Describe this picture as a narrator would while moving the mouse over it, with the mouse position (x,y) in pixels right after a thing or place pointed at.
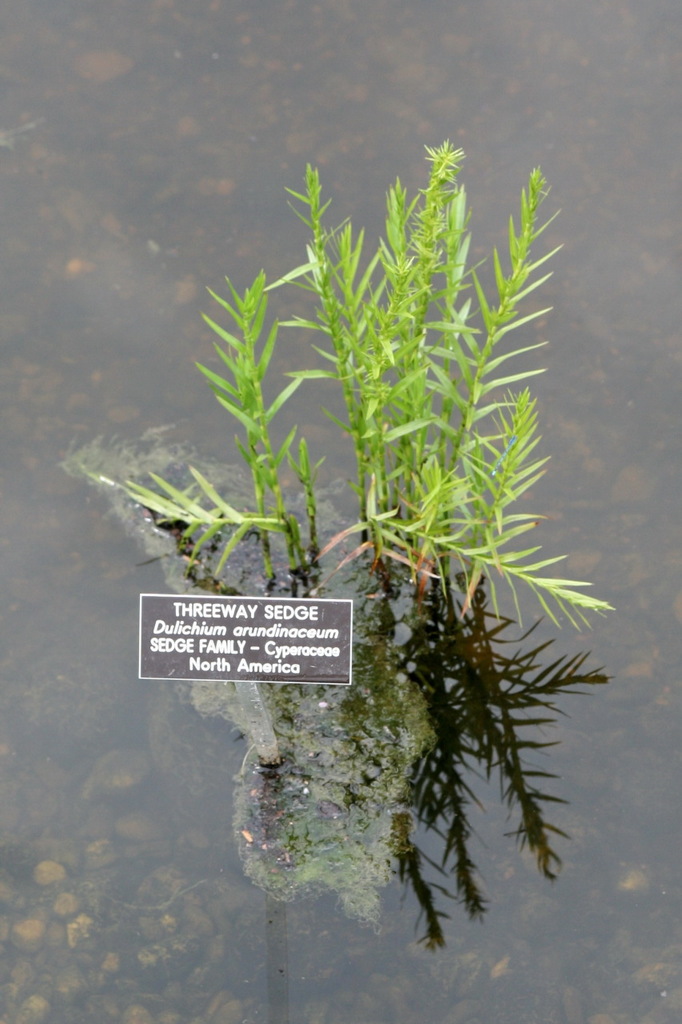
In this image there are grass (420,455) and stones (633,667) in the water (444,641), there is some text (257,642).
